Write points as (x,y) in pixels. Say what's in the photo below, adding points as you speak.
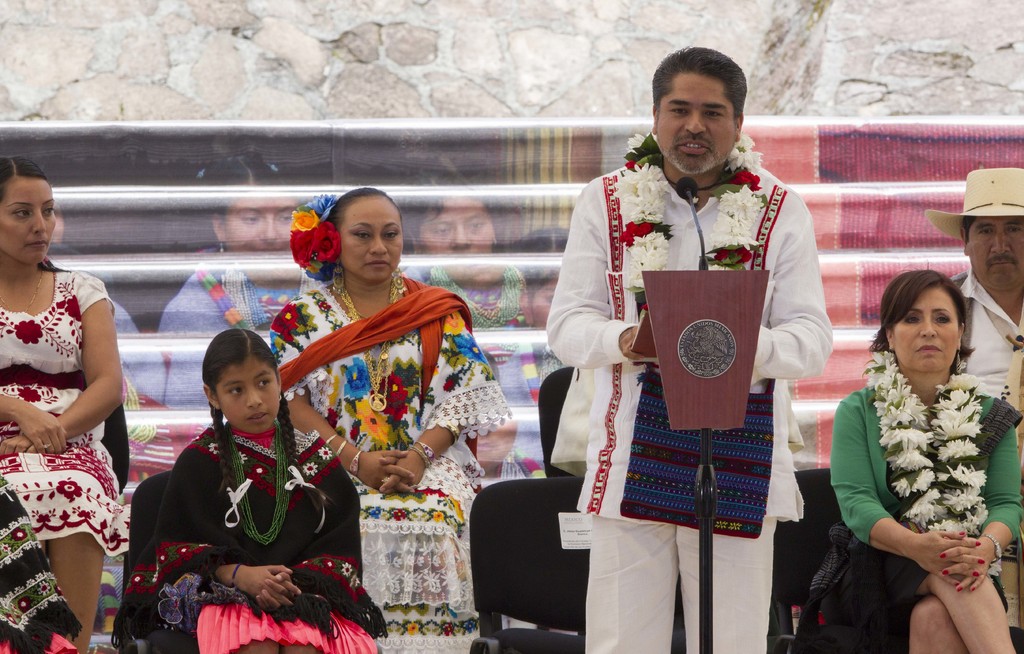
In this picture we can see some persons (743,108) where in middle (590,273) man (664,111) is standing in front of mic (691,181) and talking and in the background (442,308) we can see persons (395,263) sitting on chair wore costumes (79,377), wall (324,77) and some images (425,180) of persons (421,279).
